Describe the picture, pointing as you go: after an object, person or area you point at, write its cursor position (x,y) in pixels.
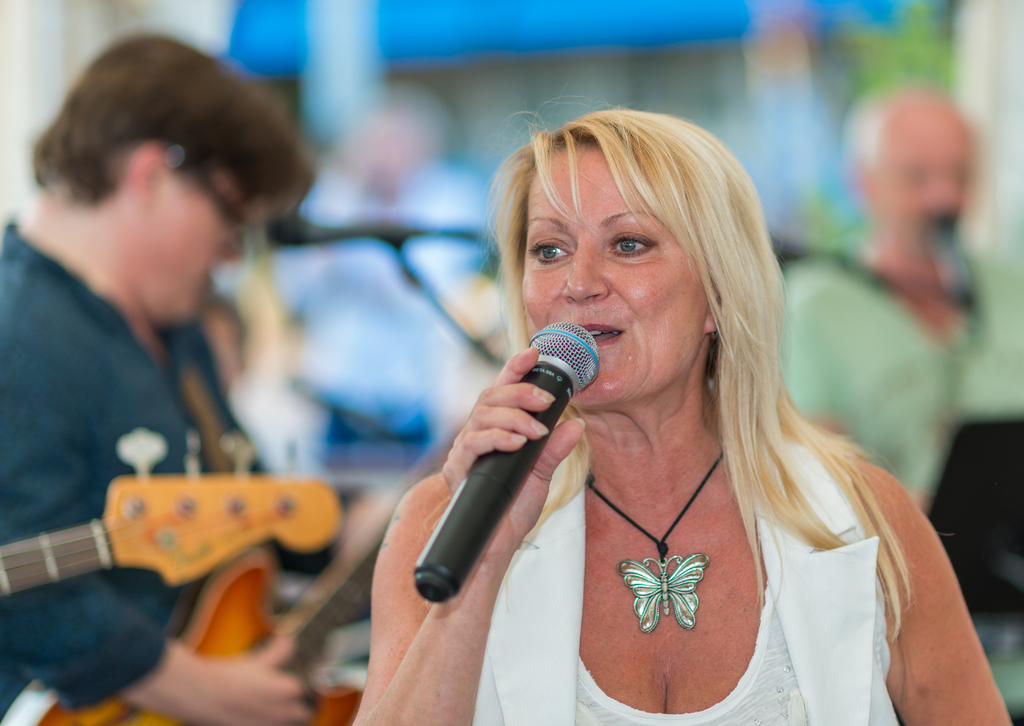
In this image there are group of people (633,365). The woman (645,421) in the front (623,542) holding a mic (576,361) and is singing in the background (158,312) the man (139,386) is holding a guitar (305,612) and playing it.
